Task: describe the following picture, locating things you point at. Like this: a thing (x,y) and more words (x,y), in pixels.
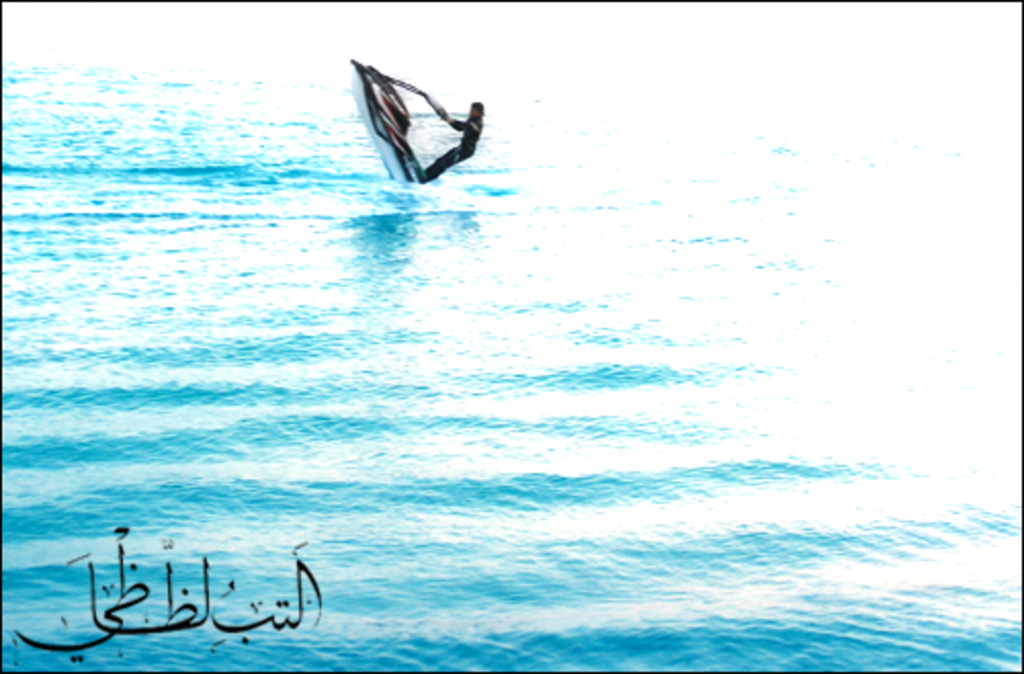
In this image we can see water (465,370). On the water (412,140) there is a jet ski (408,128). On that there is a person (467,152). In the left bottom corner (196,600) something is written.
